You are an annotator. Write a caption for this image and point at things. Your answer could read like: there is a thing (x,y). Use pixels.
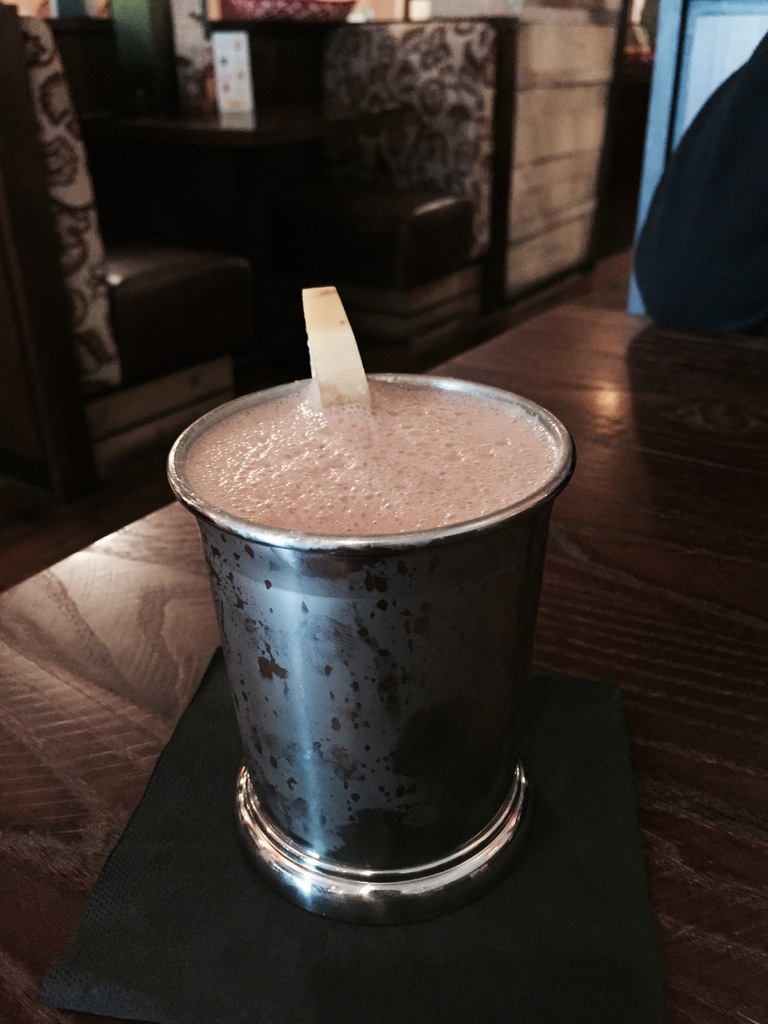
In this picture we can observe a glass (330,608) with some juice (356,453) in it. The glass (283,654) is placed on the brown color table (742,679). We can observe a black color table mat (310,917). In the background (433,176) there is a table (199,138) and two sofas (349,159).
